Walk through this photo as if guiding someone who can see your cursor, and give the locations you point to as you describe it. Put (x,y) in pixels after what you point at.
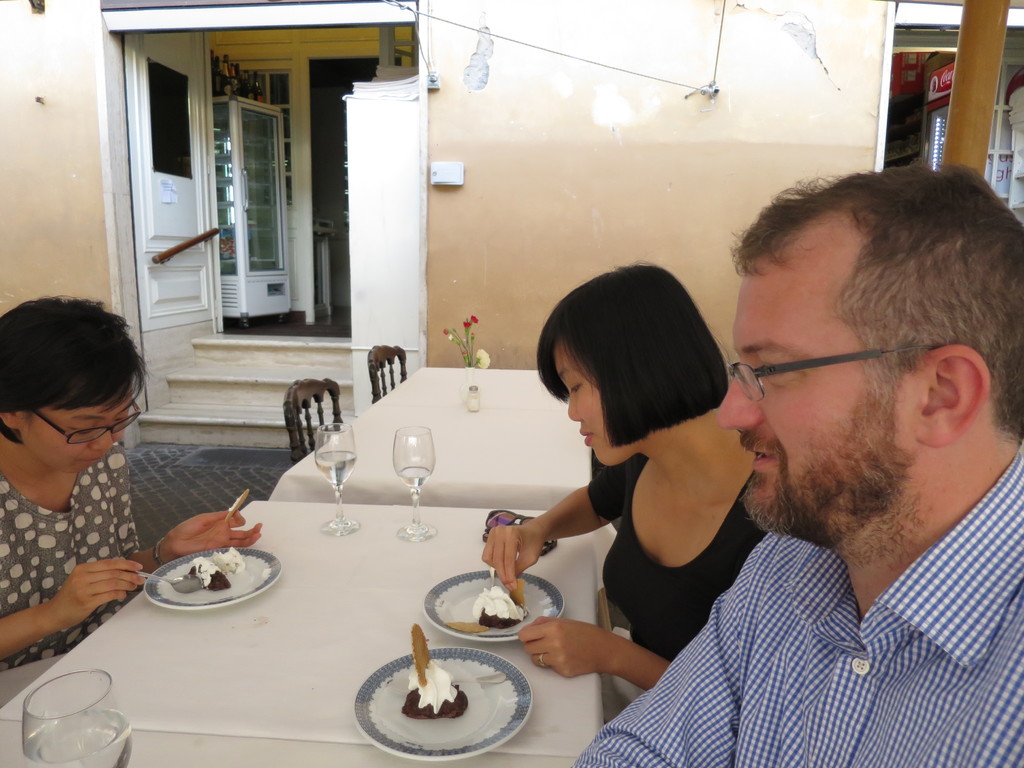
In this picture we can see three people (735,697) sitting, tables (584,534), plates (236,588) with food items (504,605) on it, glasses (113,745) with water (109,725) in it, steps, chairs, flowers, refrigerators (222,217), bottles (221,95), spectacles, wall (494,359) and some objects (978,114).
